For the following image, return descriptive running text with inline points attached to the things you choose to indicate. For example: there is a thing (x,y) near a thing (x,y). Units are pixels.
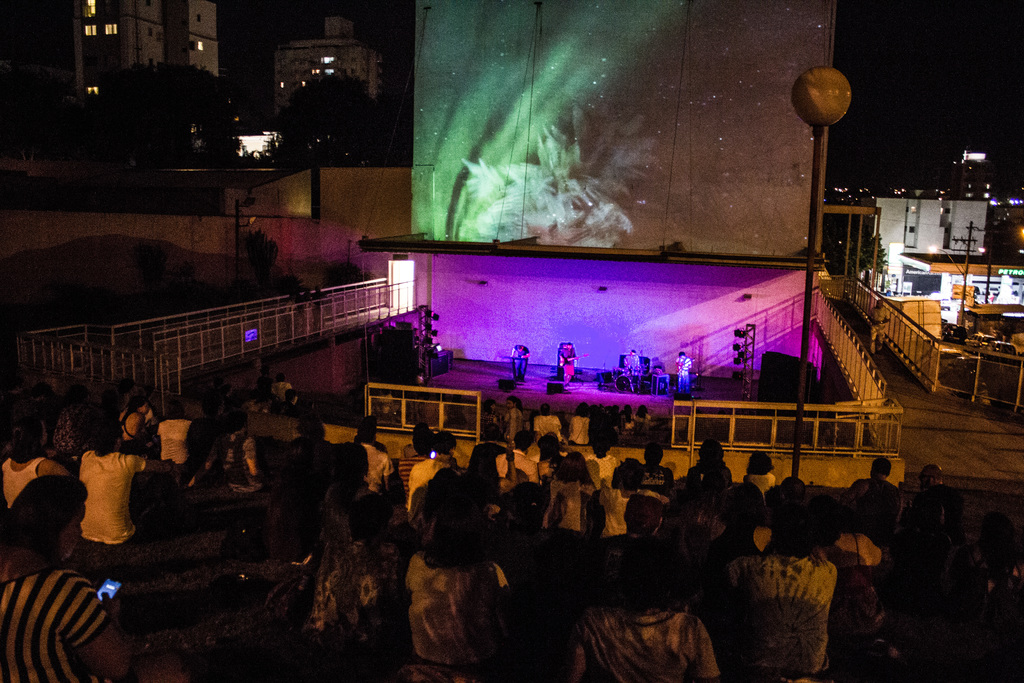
At the bottom of the image (433,591) we can see a few people (534,591) are sitting and a few people (556,417) are holding some objects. In the center of the image (609,398) there is a stage (586,386) and fences (470,432). On the stage (586,399), we can see a few people (570,380), few musical instruments (629,384) and a few other objects (513,381). In the background (502,77), we can see buildings (95,73), lights (92,88), poles (805,312), fences (984,353) and a few other objects (57,111).
